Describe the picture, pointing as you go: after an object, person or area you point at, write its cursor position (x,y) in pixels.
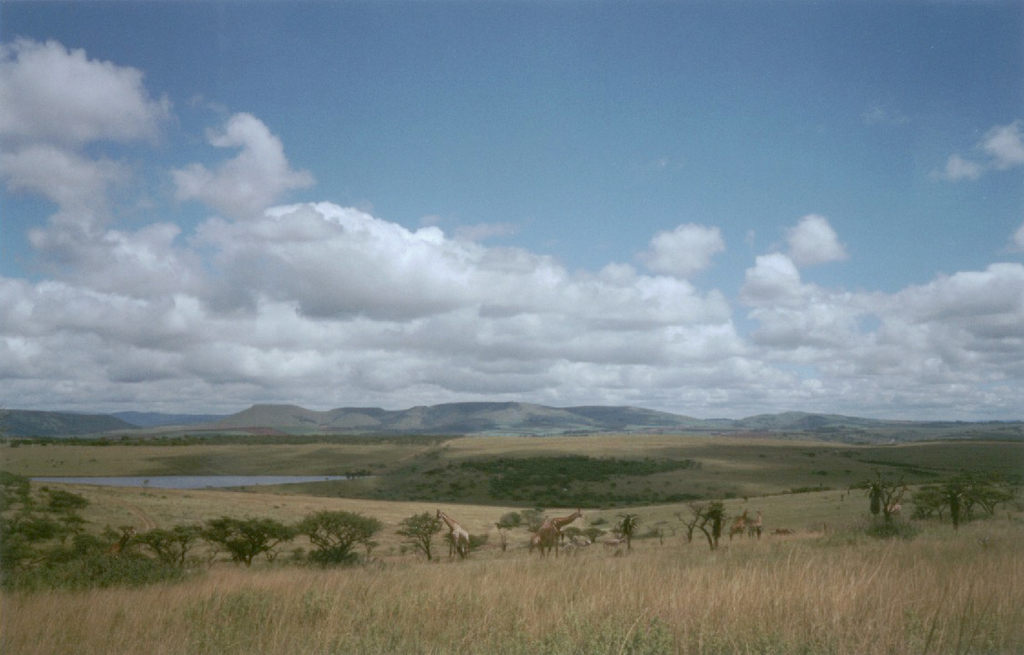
In this picture we can see grass (564,602) at the bottom (538,605), there are some trees (248,545) and giraffes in the middle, on the left side (163,478) there is water (177,484), there is the sky (463,188) and clouds (319,255) at the top of the picture (586,182), we can see hills (351,421) in the background (270,424).
